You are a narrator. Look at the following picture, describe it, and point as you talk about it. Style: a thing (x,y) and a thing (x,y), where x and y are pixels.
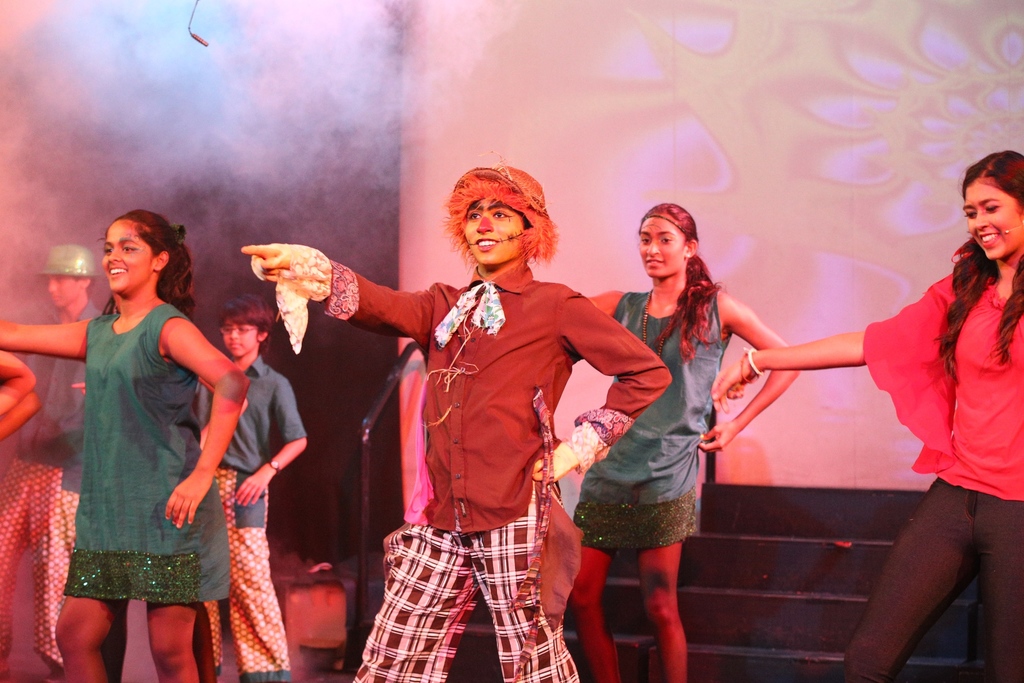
In the image few people (965,515) are standing and smiling. Behind them there is wall (992,94).
